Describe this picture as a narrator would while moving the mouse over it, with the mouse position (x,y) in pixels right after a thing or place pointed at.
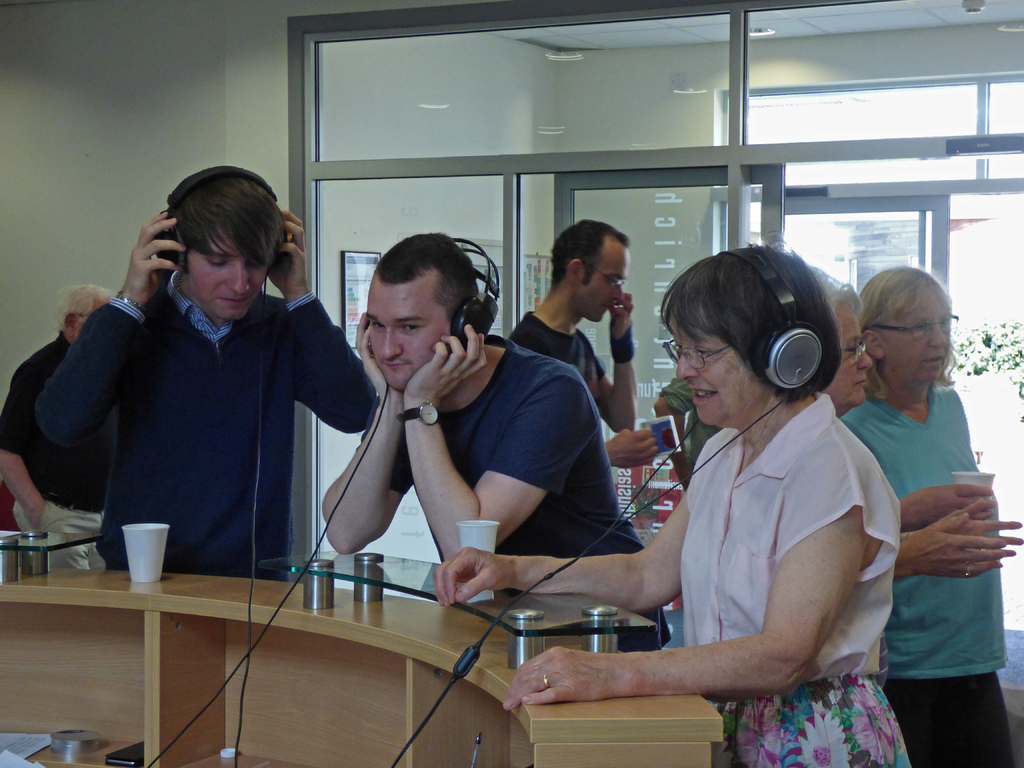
In this image there a few people (618,437) standing. In the foreground (201,592) there is a table (364,621). There are three people (122,472) standing at the table (62,579). They are wearing headsets (456,310). Behind them there are people (880,411) walking and they are holding cups (656,434) in their hands (646,441). In the background (678,125) there are glass doors (707,148) to the wall (325,275). There are frames (351,273) hanging on the wall (329,256).
